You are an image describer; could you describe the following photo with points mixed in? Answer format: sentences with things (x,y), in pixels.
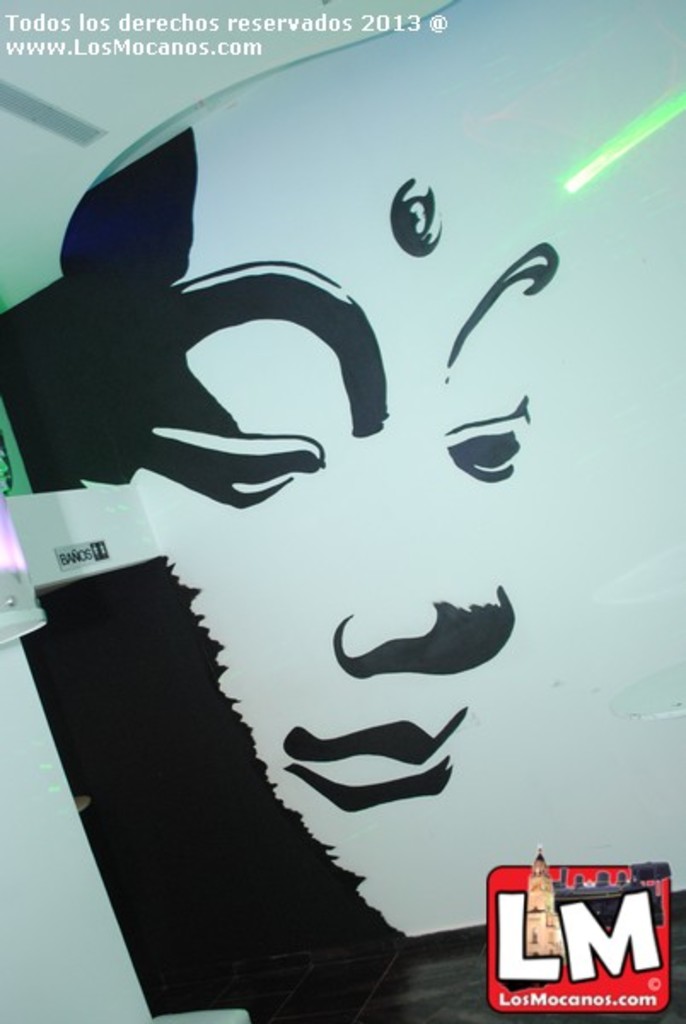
In this image we can see a sketch (389,535) on the wall (389,694).
